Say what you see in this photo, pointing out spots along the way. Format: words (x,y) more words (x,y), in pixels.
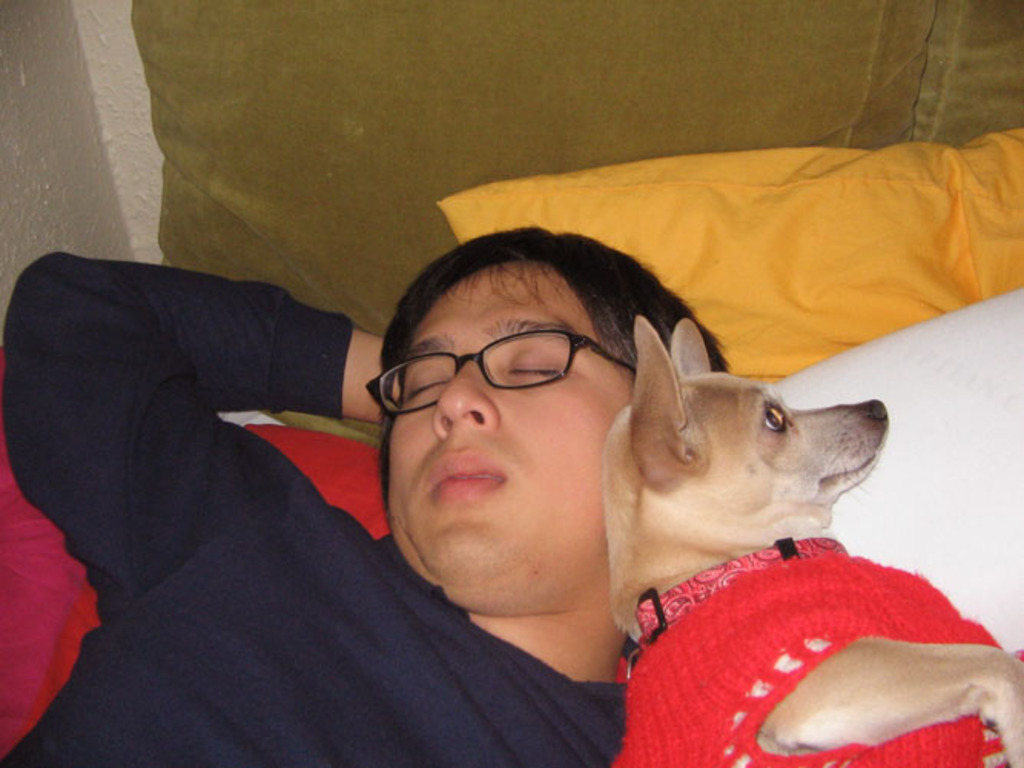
In this picture, we see a man (590,273) and a dog (709,440) on the bed (471,171) and we see a pillow (919,183).
